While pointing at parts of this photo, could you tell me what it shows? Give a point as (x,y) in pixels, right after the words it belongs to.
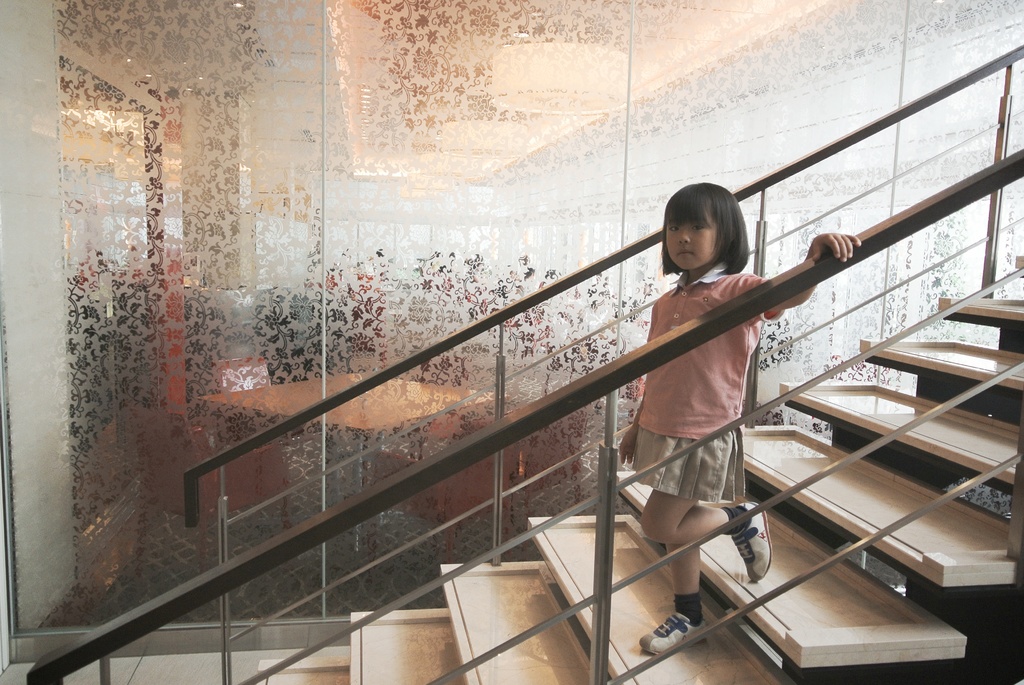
In this image I can see stairs (842,535) and here I can see a girl (817,246) is standing. I can see she is wearing pink dress (699,393), skirt (676,450) and white shoes (759,546). I can also see railings (423,465) and in background (264,106) I can see glass wall (363,350), few chairs (378,456) and a table (277,395).
